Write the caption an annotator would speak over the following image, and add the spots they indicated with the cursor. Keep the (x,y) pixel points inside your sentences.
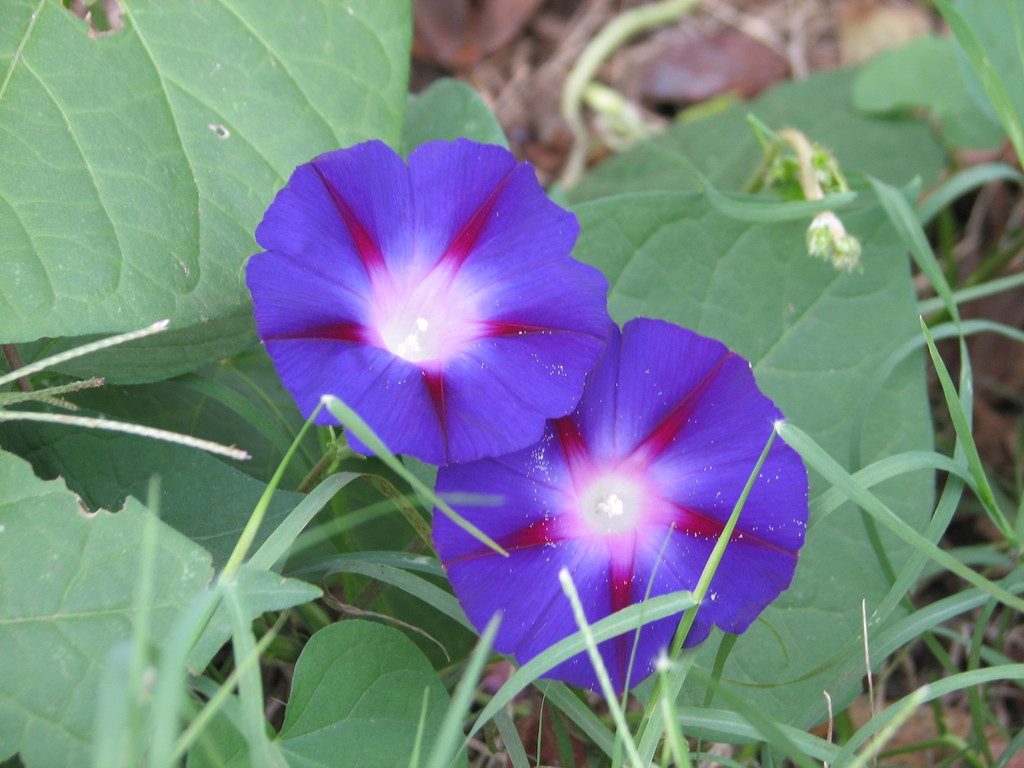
In the foreground of this picture (472,471), there are two violet colored flowers (499,393) to the plant (493,388). In the background (343,100), we can see leaves (123,613) and the grass (421,594).
